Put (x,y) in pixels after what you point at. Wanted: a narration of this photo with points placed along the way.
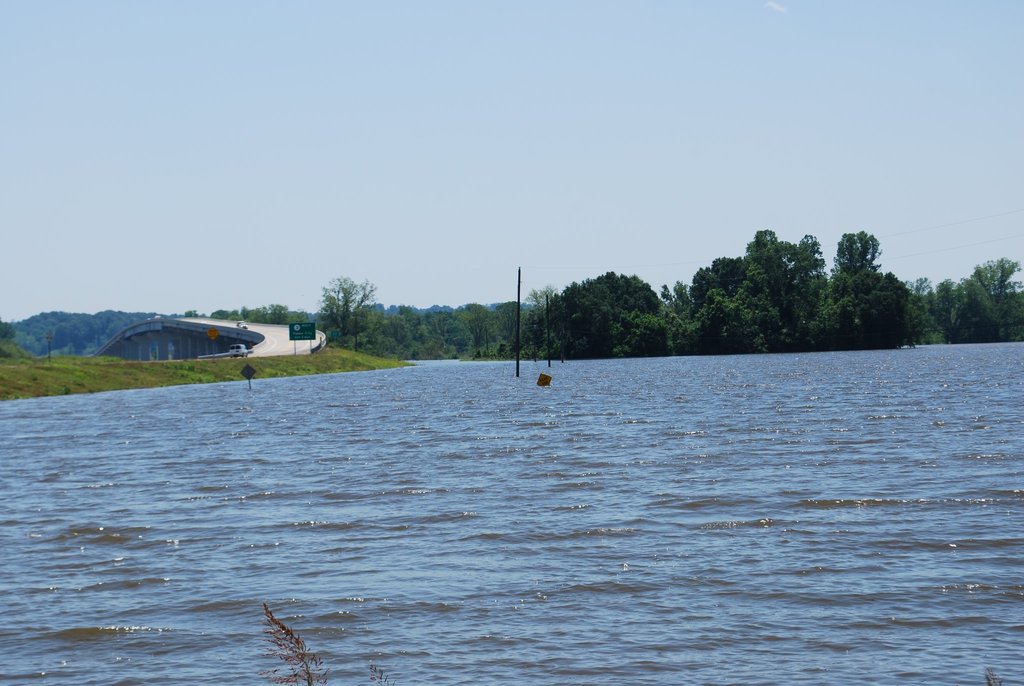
In the image I can see few trees (526,355), signboards (305,330), poles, grass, water (591,598) and the bridge (272,343). The sky (547,141) is in blue color.
